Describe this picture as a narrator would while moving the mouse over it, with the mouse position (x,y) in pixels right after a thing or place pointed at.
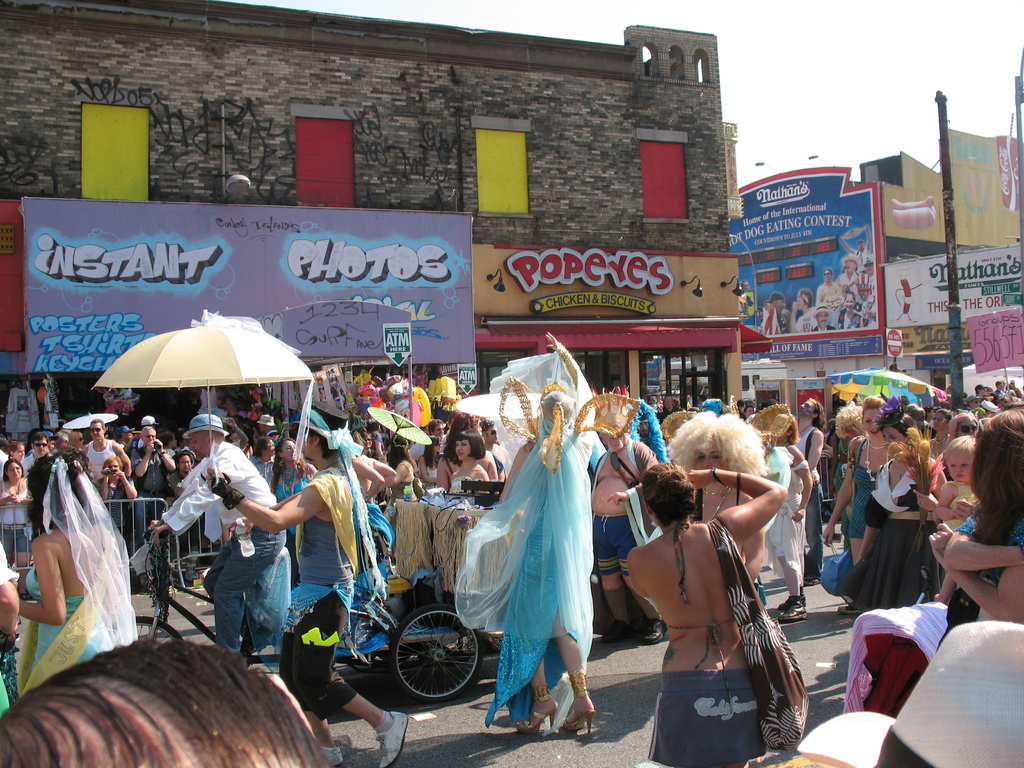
In this image I can see number of people (546,337) are standing on road (604,742). I can also see few of them are wearing costumes (506,623) and in background (359,271) I can see buildings (21,329), boards (419,222) and on these boards (137,210) I can see something is written. I can also see few of them are holding umbrellas (127,359).
